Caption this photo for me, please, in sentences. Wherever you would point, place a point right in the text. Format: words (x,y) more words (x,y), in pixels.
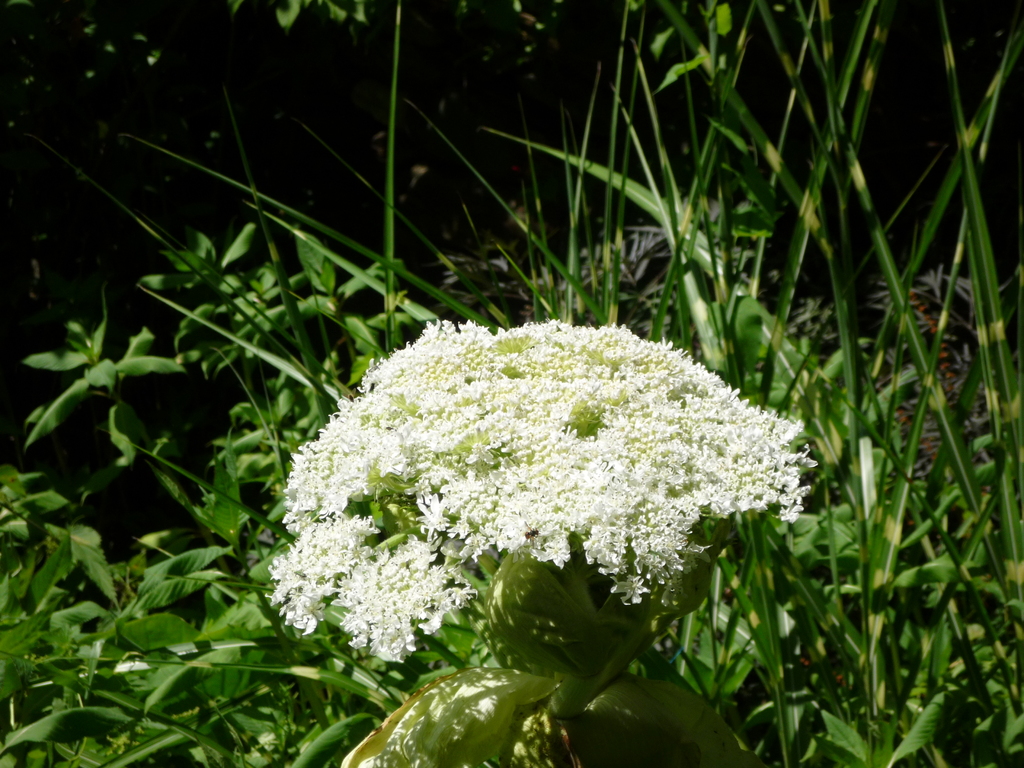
In this picture we can see flowers (514,410), plants (818,175) and in the background (800,172) it is dark.
